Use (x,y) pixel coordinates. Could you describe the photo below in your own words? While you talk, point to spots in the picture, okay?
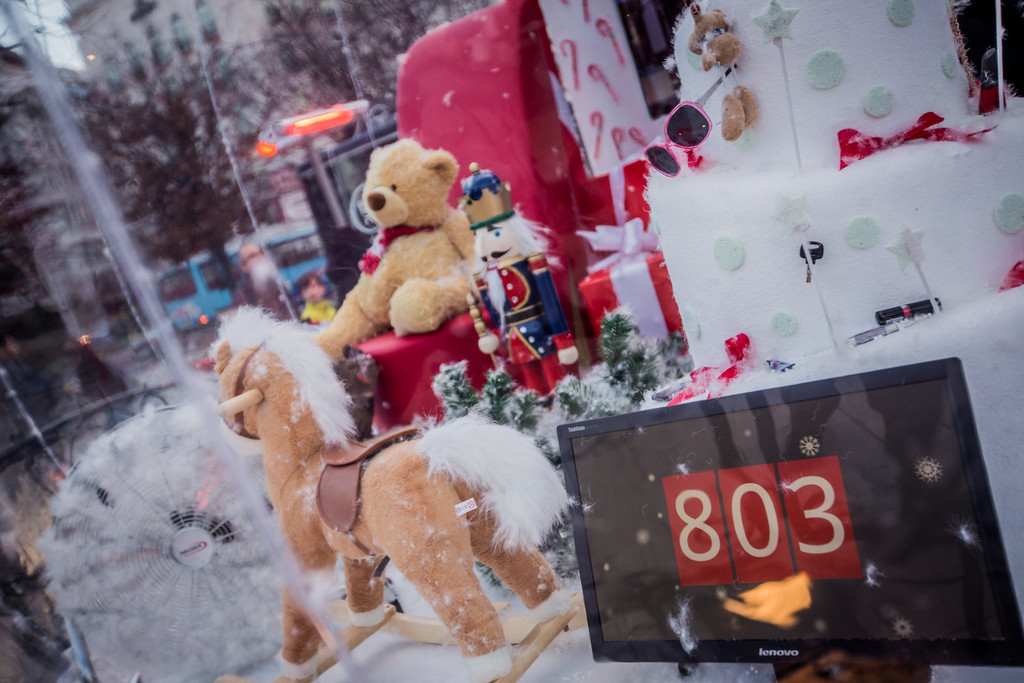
In this image there is a teddy bear toy (387,248) in the middle (371,249). In front of it there is a pony toy (350,488). There is a cake (782,117) on the right side (766,214) and there are gifts (622,211) beside it. On the left side (254,546) bottom there is a fan (155,521). In the background (229,128) there is a glass (151,228) through which we can see there are buildings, trees (175,180) and a bus (186,273) on the road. On the right side (858,479) bottom there is a monitor (730,510);
